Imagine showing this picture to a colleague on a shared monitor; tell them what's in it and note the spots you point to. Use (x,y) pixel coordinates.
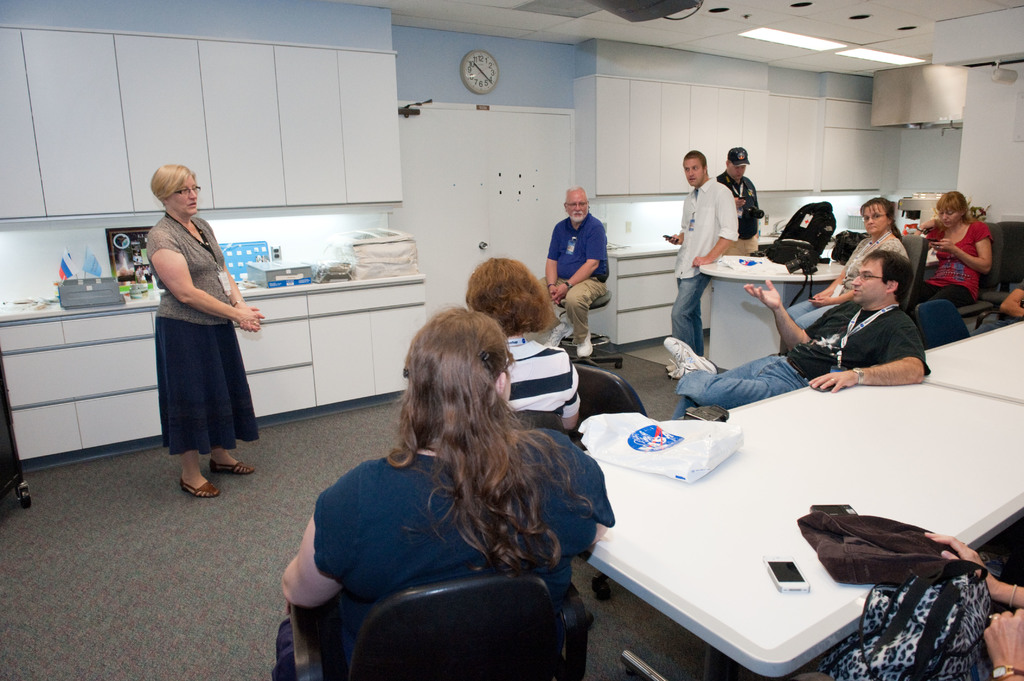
In this image I can see people (469,390) among them some are sitting on chairs (605,355) and some are standing. Here I can see some tables (823,429). On the tables (775,401) I can see a bag (821,253), a mobile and some other objects (821,549). Here I can see cupboards (181,113), a clock (478,83) and other objects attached to the wall (523,80). Here I can see a table (131,301) which has some objects (123,289) on it.
